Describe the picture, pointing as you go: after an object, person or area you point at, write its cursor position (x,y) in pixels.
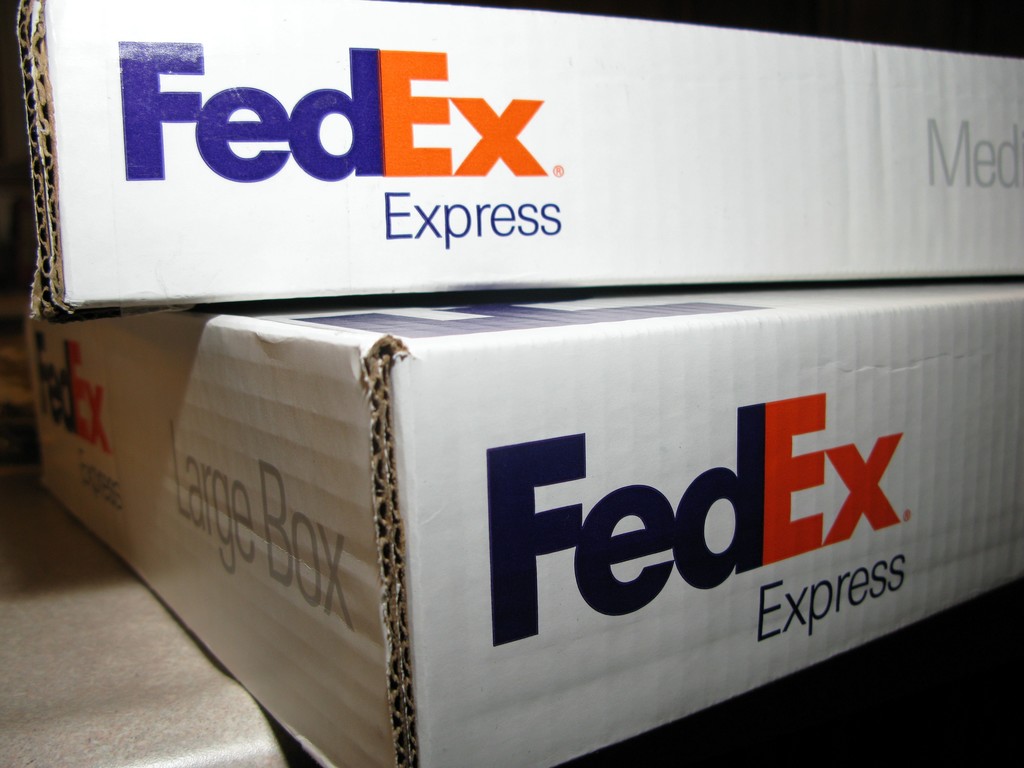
In this image we can see two FedEx boxes (421,341), one is large and the other is of medium size.
